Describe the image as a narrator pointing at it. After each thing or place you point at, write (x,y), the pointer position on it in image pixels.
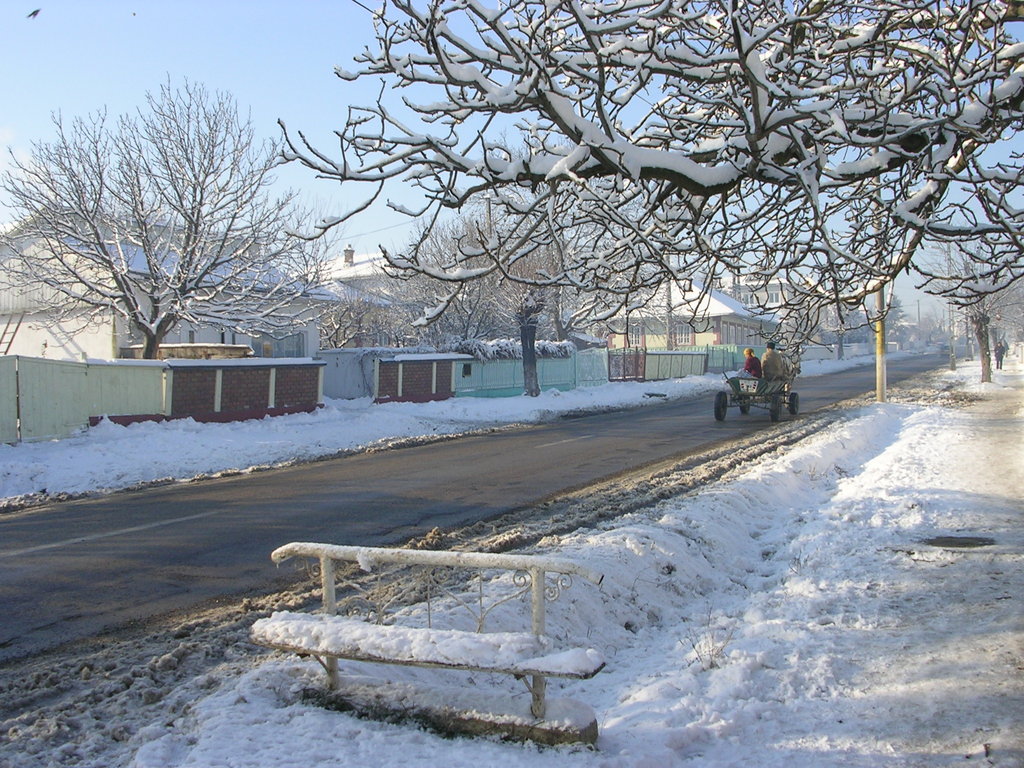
In this image I can see few buildings (762,344), windows (301,335), dry trees (585,193), snow (363,404), bench (413,662), poles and few people (750,358) are sitting on the vehicle (755,390). The sky (881,195) is in blue color.
